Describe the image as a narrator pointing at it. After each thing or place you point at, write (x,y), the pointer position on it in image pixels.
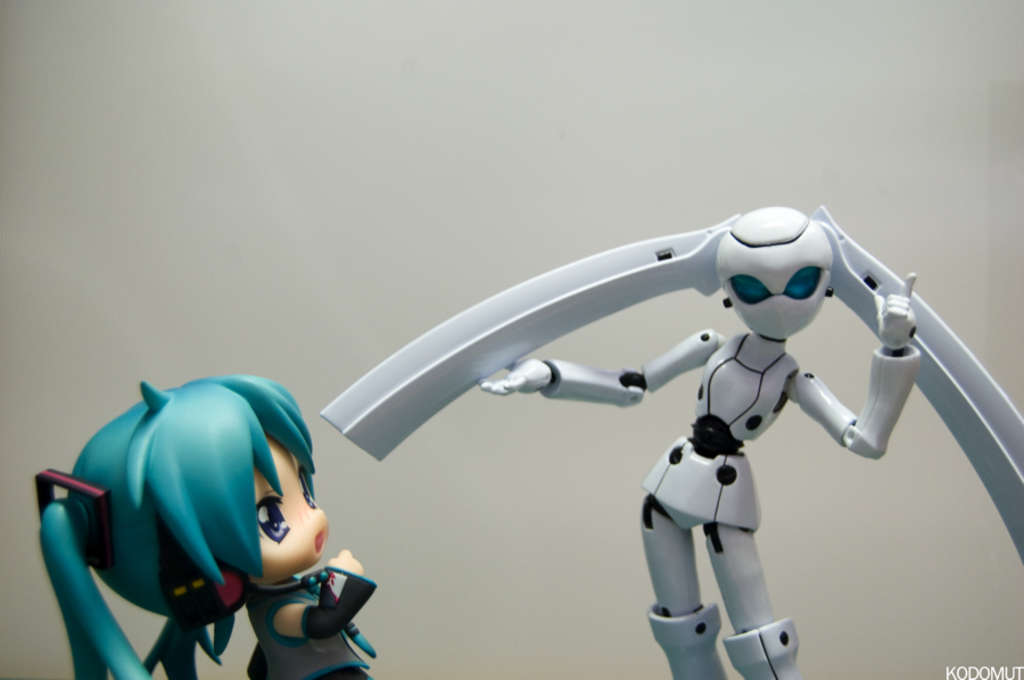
In this image we can see two toys (204,624), some text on the bottom right side of the image (1001,676) and there is a white background (546,463).
